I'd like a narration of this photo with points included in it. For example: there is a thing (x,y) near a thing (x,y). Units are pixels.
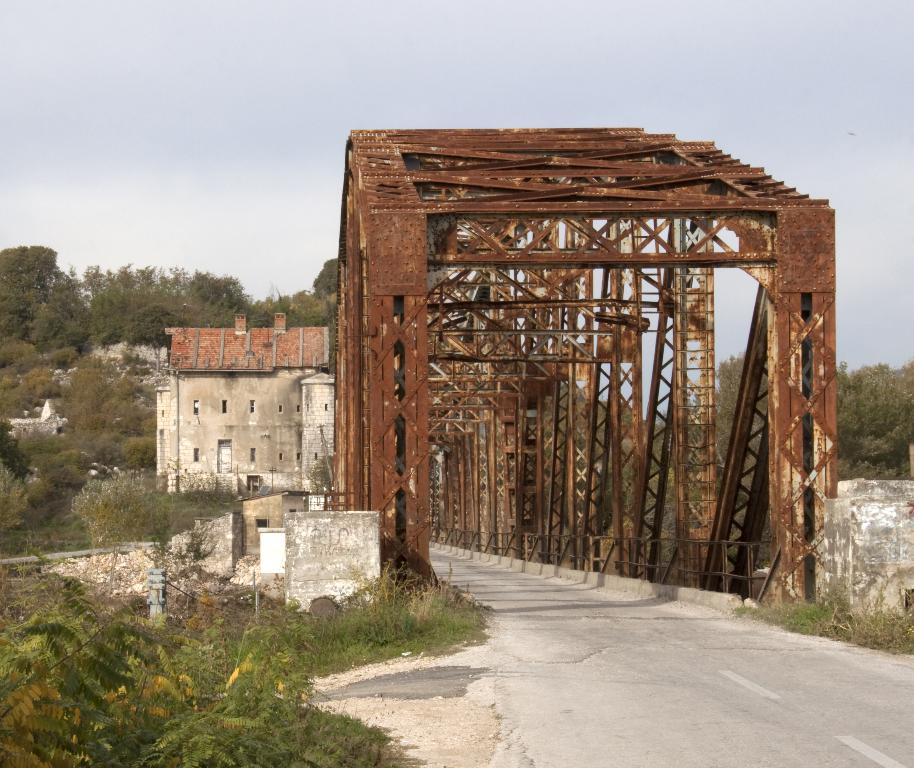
In front of the image there is a metal rod bridge (389,508). There are plants (2,543), trees (40,322), buildings (171,360). At the top of the image (246,45) there is sky (219,67).
